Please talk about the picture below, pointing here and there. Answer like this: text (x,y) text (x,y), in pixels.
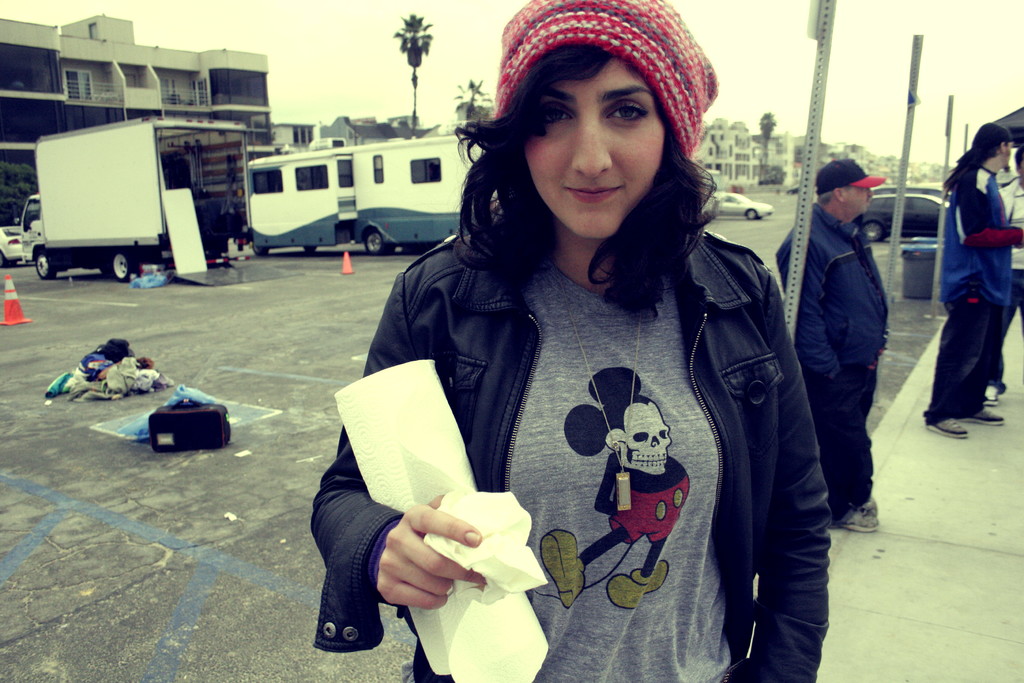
In this image I can see group of people (761,662) standing. In front (608,529) the person (743,566) is wearing black jacket (777,456), gray color shirt (556,376) and holding some object (428,414). Background (840,151) I can see few vehicles (157,149), buildings (716,132) in white, gray and brown color, trees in green color and the sky (353,33) is in white color.
